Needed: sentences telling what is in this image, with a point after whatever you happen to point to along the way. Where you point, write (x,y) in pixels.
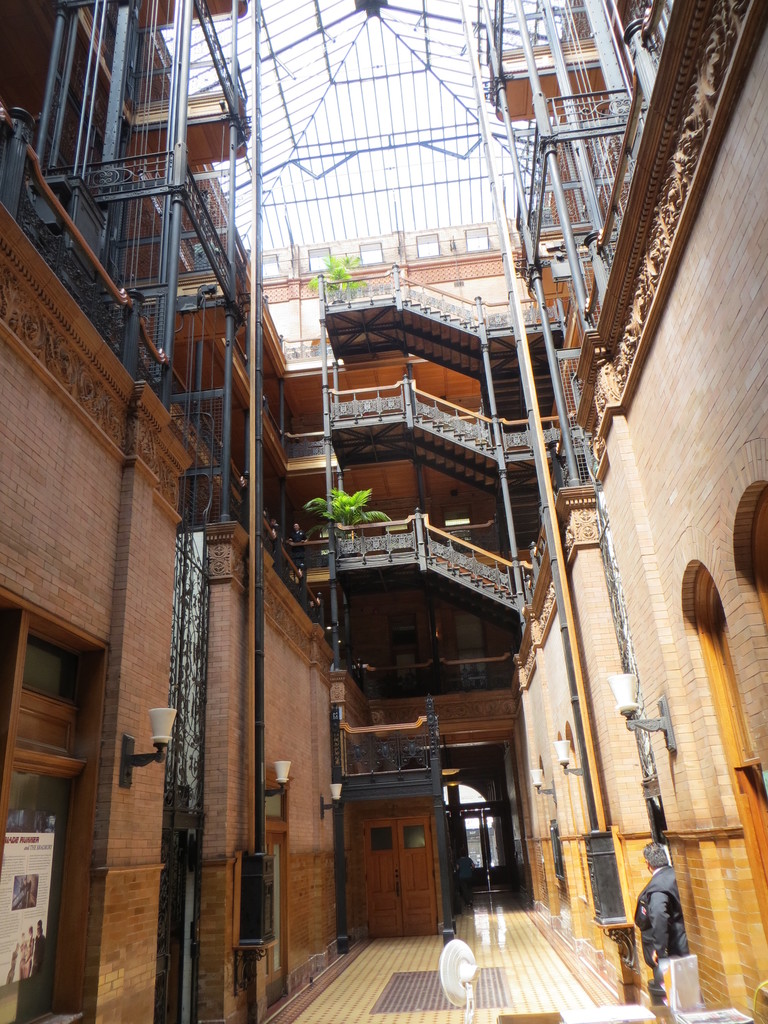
In this picture I can see the inside view of building (6,304). In the front of this picture (379,969) I can see the path (389,983) on which there is a fan (447,978) and I can see the rods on both sides of this picture and I can see the lights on the walls (591,701). In the background (436,548) I can see the stairs (418,313) and 2 plants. On the right bottom corner of this image (686,955) I see a person (662,951).
